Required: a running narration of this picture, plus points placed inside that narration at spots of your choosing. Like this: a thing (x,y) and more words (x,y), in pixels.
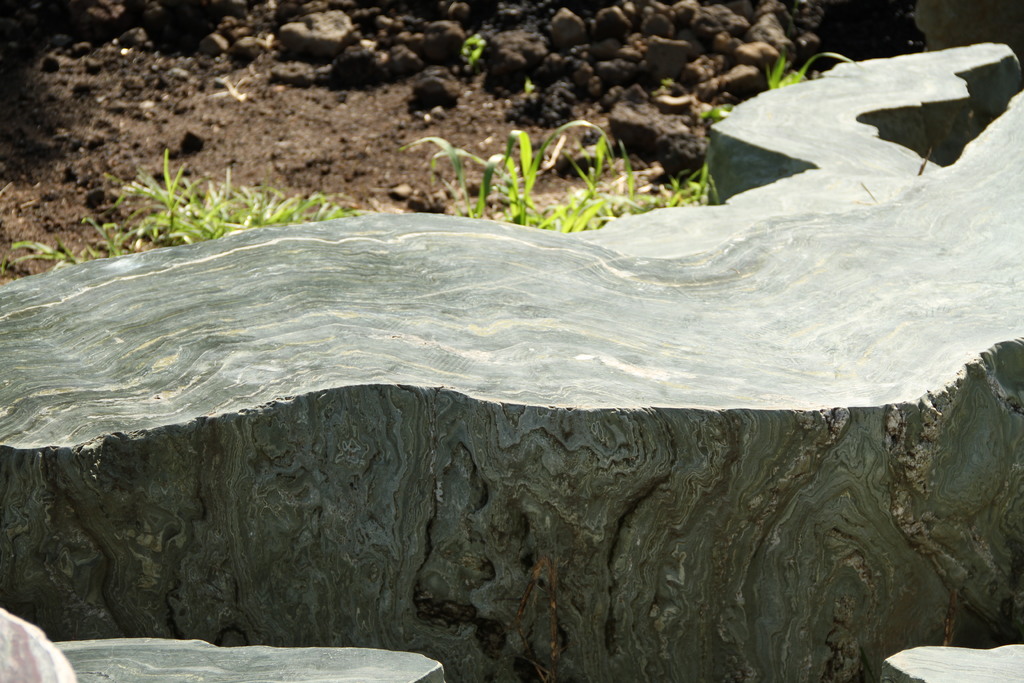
This image is taken outdoors. At the bottom of the image (287,623) there are a few rocks (472,314). At the top of the image (135,90) there is a ground (542,62) with grass (591,201) on it.
